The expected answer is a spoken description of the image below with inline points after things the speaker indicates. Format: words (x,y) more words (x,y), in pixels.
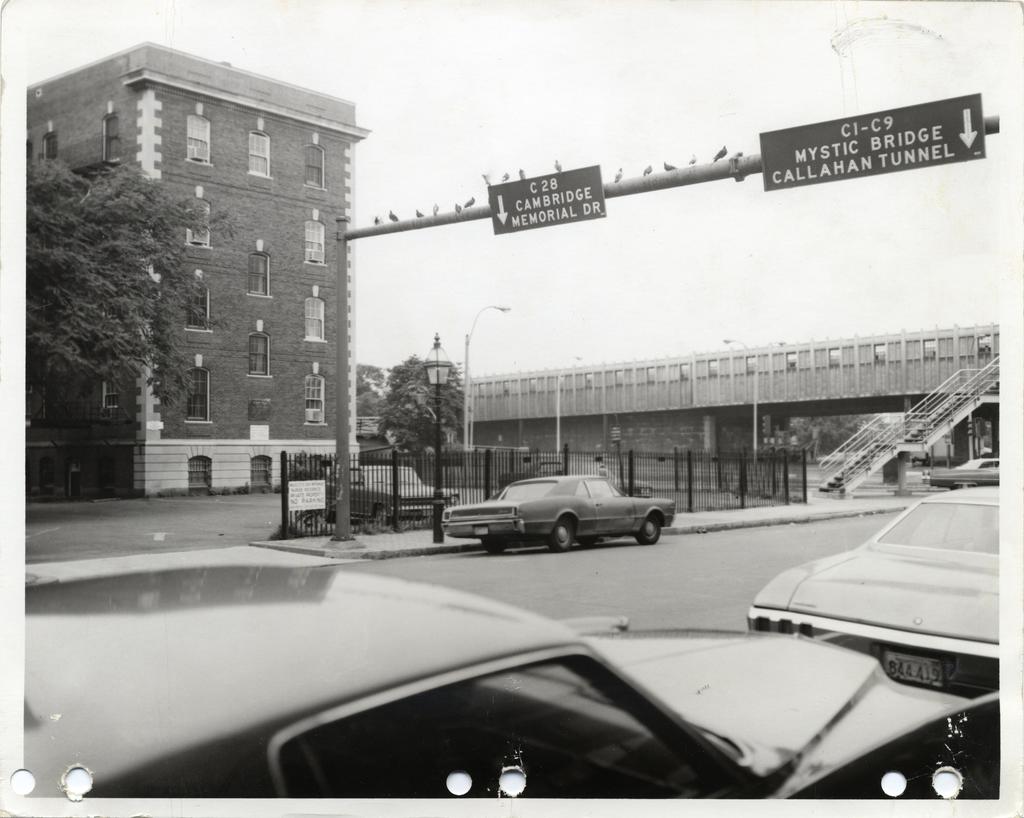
This picture is clicked outside. In the foreground (421,721) we can see the cars (857,717) seems to be parked on the ground (771,524). In the center (585,525) we can see the cars (605,528) parked on the ground (678,549) and we can see the text (586,212) on the boards (835,154) and the birds (693,159) on the pole (347,238) and we can see the metal rods (565,458), lamp posts (434,365), building (325,317), trees (103,348) and some other objects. In the background (490,94) we can see the sky (706,101), bridge (525,383), staircase (980,390), railings (874,443), vehicle (972,471) and some objects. This picture seems to be an edited image with the borders (24,693).
